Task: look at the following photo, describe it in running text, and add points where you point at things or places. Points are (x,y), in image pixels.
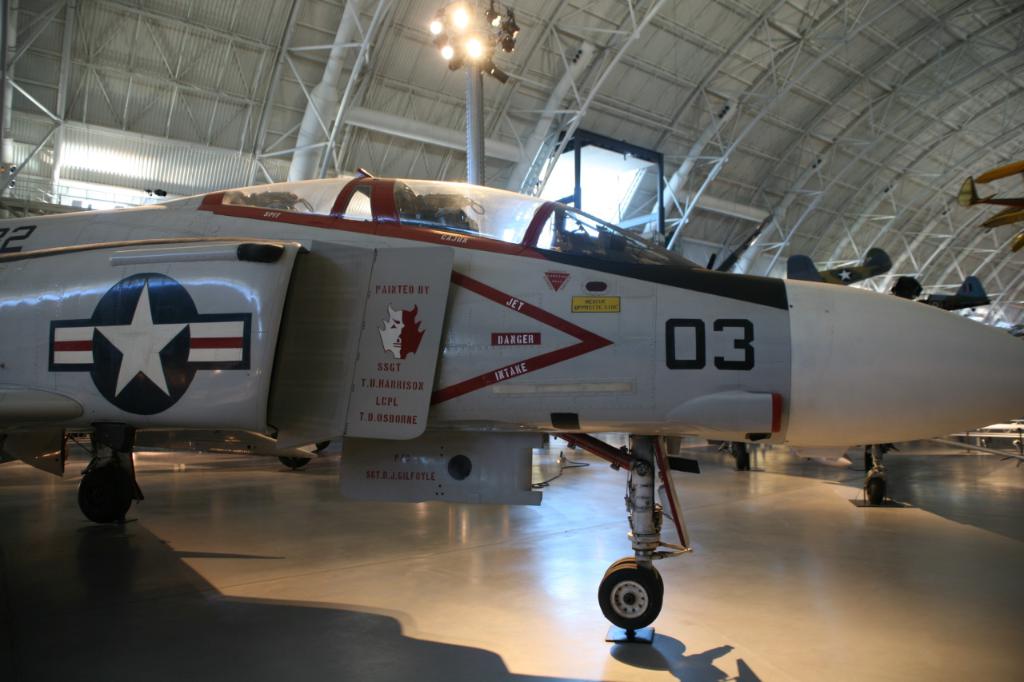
In this image there is an aircraft (613,316) on a floor (938,582), in the background (480,129) there is a light pole (491,74), at the top (312,109) there is a roof (918,108).
